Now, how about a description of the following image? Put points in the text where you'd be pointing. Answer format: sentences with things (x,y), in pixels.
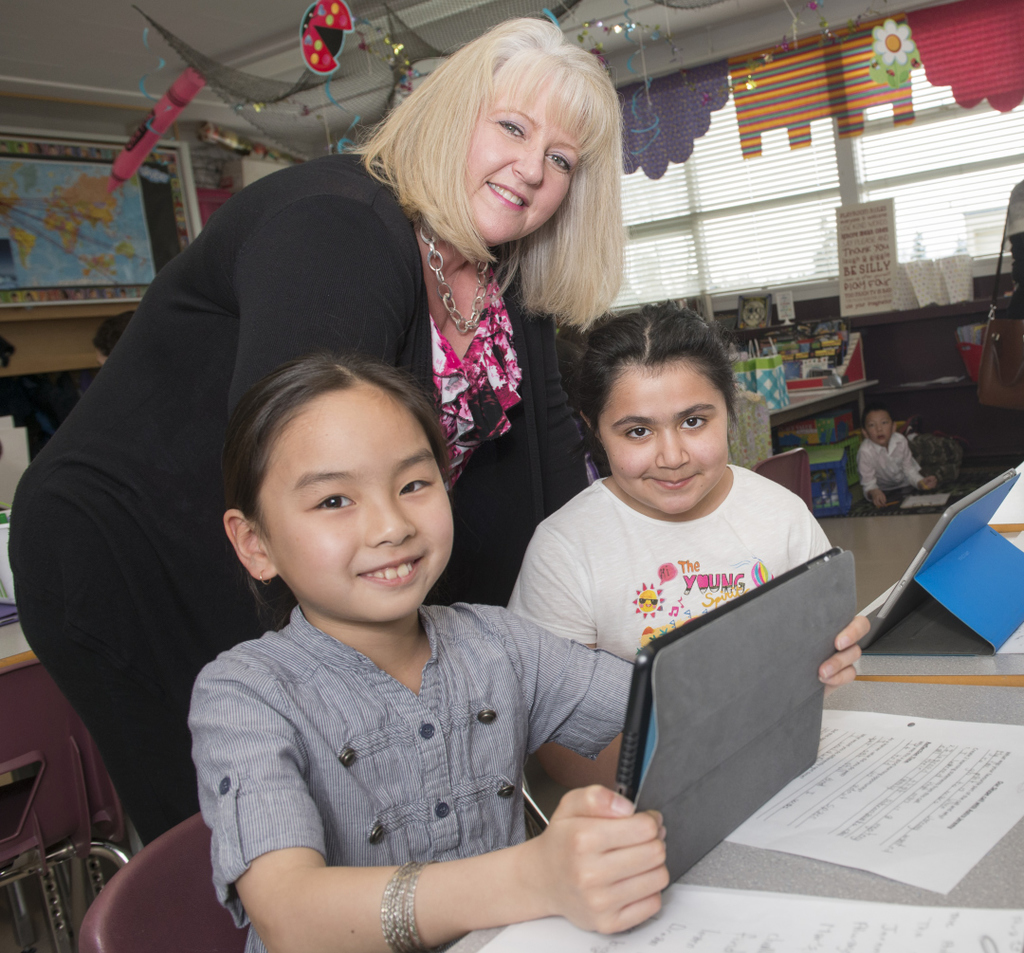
In this image in the front (439,733) there are kids (453,733) sitting and smiling and in the center (361,329) there is a woman (346,328) standing and smiling. In the background (746,298) there are objects (795,386) and there is a boy (891,477) sitting on the floor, there is a window (778,227) and in front of the window (768,189) there are papers (901,279) and boards (857,267) with some text (867,269) written on it. On the left side (81,274) on the wall (38,309) there is a board (84,279) with map chart (96,254).
